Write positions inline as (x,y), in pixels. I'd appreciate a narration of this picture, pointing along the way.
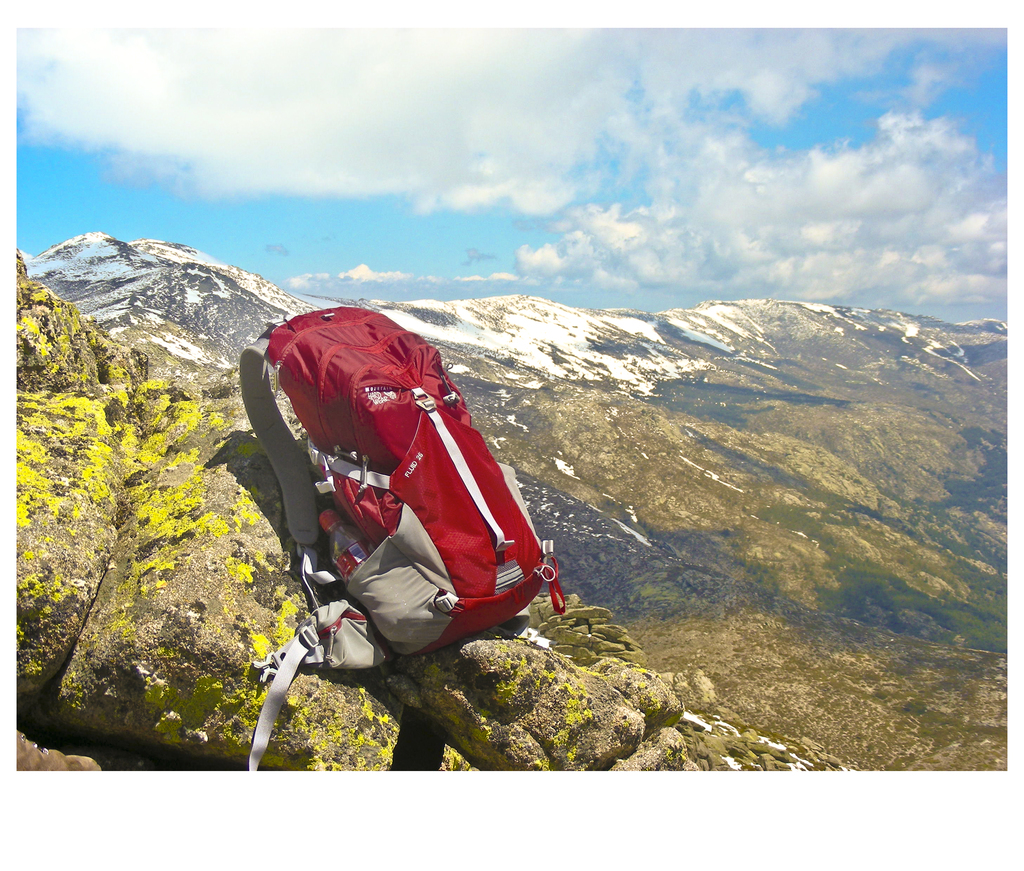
Red color bag (442,448), bottle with strap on a rock (270,467). We can see in background (574,302) sky (554,285), clouds (523,256) and mountain (604,460).
